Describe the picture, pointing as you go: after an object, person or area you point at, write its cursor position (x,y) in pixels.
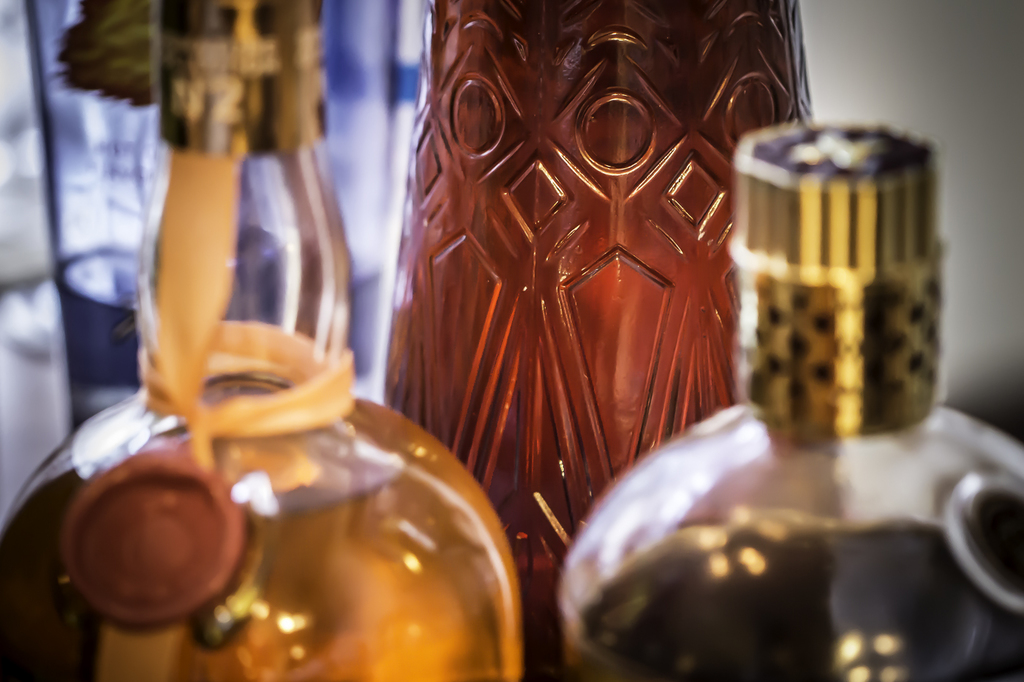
In this image there are some bottles (774,530) maybe there are wine bottles (544,582). In the background (927,69) there is a wall (925,74).
